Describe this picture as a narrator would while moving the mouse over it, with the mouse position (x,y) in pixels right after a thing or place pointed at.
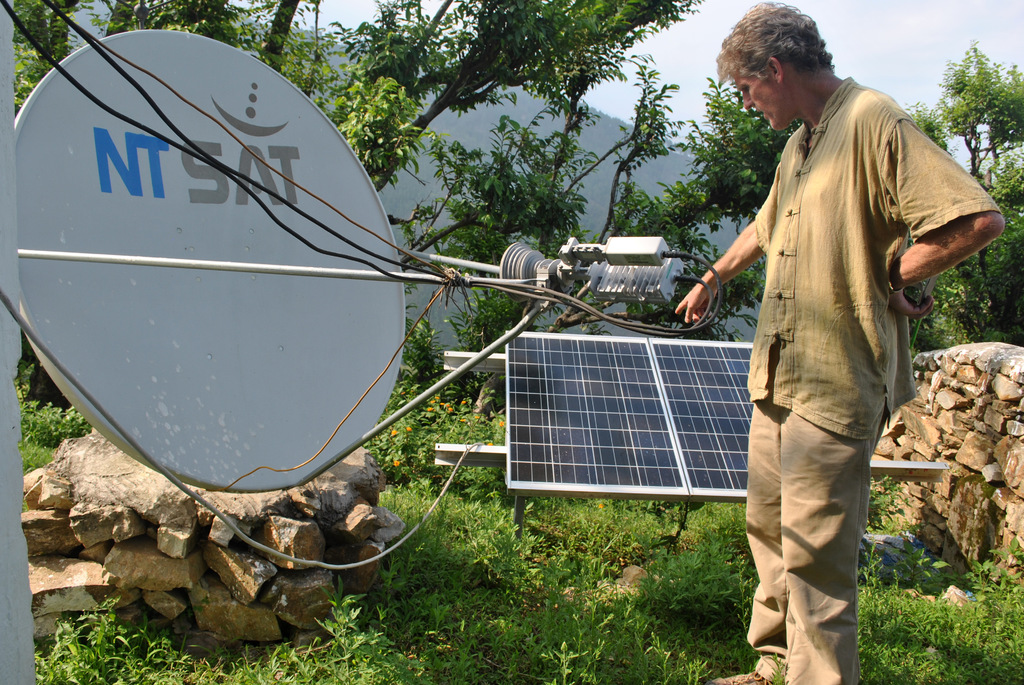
In this image in the front (217,381) there is a pole (6,152) and there are electronic objects (313,301), there are wires (356,252), there is a person (850,377) standing. In the center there are stones (306,510). In the background (526,174) there are trees (582,166) and mountains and the sky (663,50) is cloudy.
